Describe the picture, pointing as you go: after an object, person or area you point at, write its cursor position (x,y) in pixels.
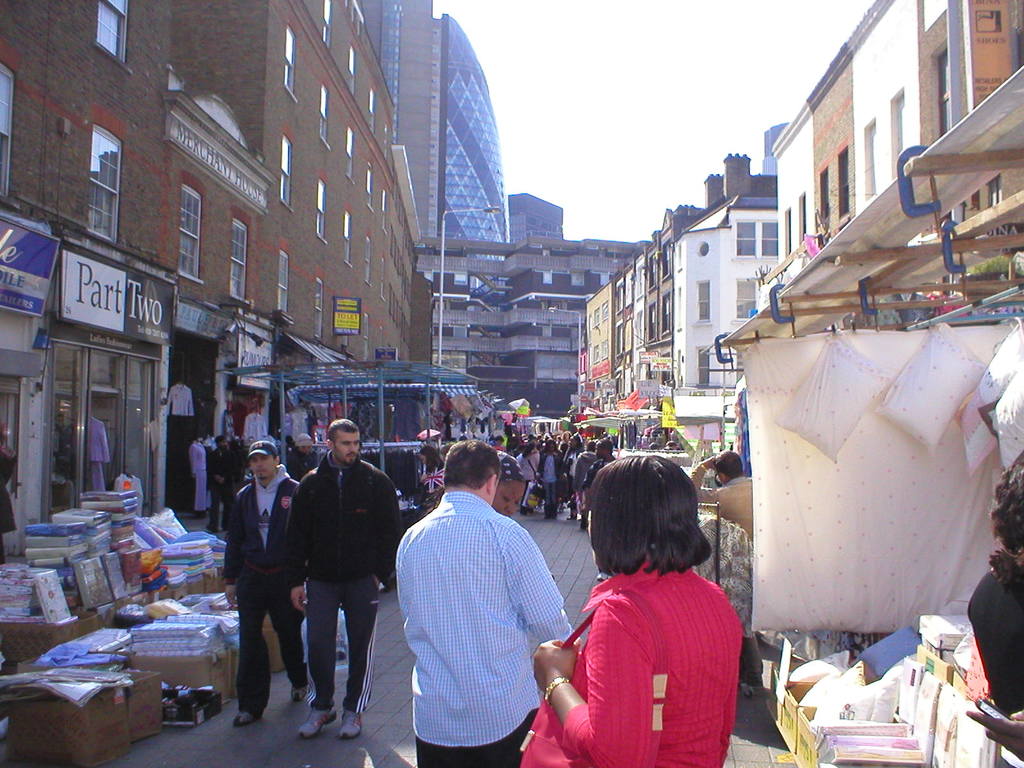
In this picture we can find group of people (442,596), few are standing and few are walking, beside them we can see pillows (965,438), boxes (783,719), clothes (172,568) and other things (128,561), on the left (171,332) and right side of the image (736,301) we can see few buildings (435,354) and hoardings (259,379), also we can see some text (259,365) on the hoardings (146,288).
